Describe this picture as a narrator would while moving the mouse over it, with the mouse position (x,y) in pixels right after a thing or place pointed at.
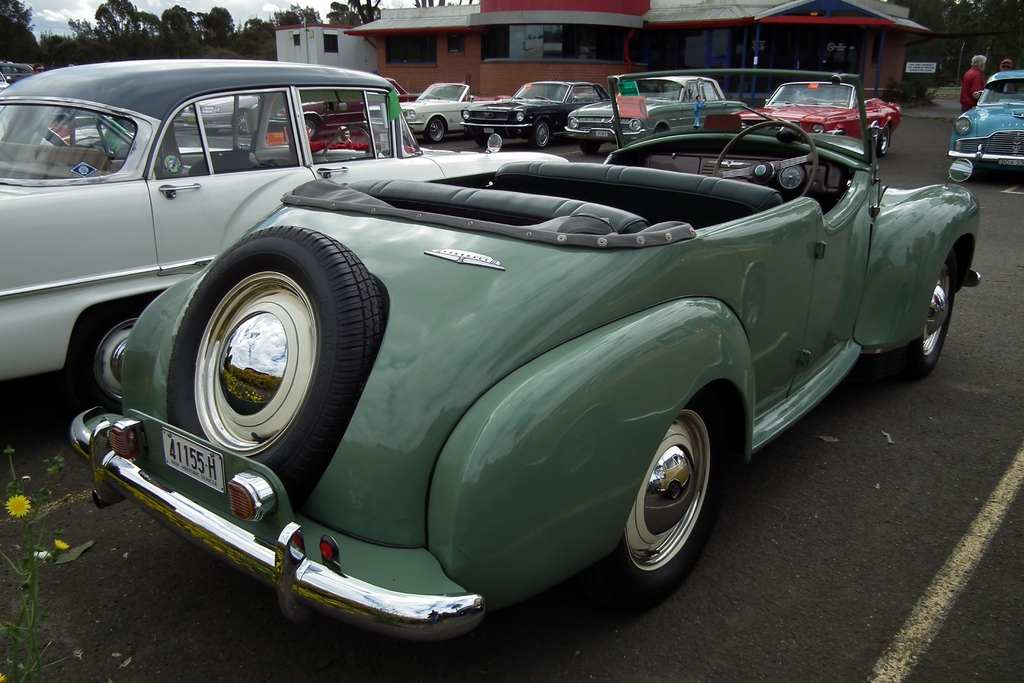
In this picture I can observe a some cars (389,123) parked in the parking lot (460,138). I can observe green, red, blue and black color cars (528,200) in this picture. In the background (732,34) there is a house (559,42) and I can observe some trees (152,41).
